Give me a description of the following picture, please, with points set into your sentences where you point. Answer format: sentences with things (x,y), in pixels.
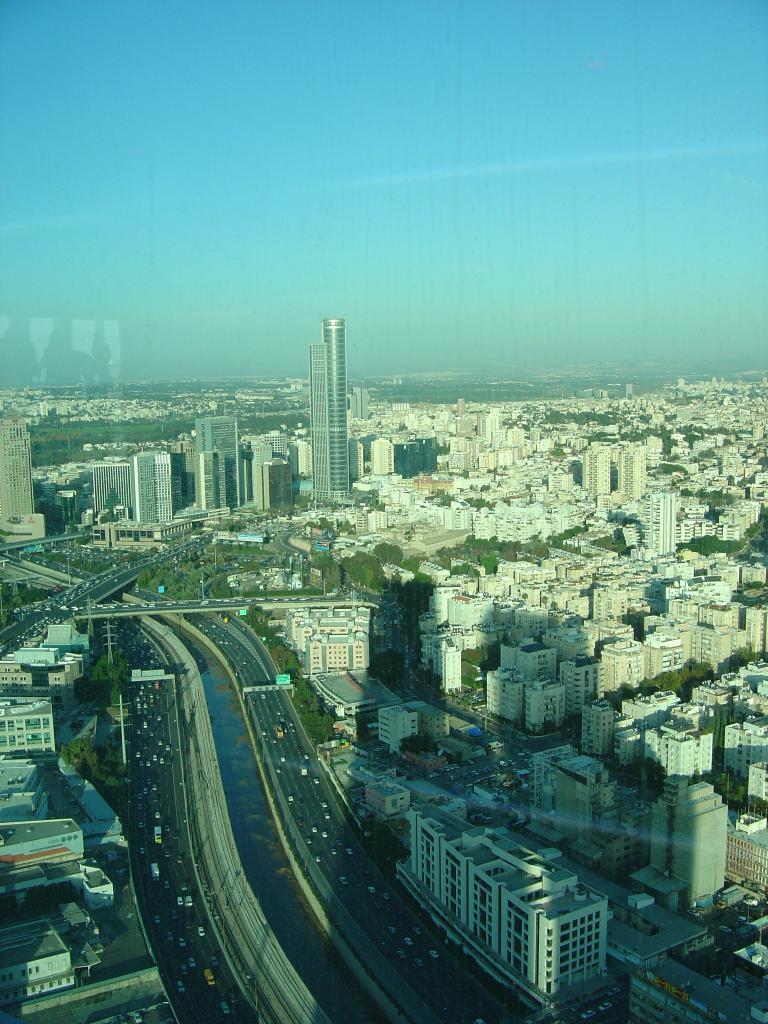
In this image, there are a few buildings (321,609). We can see a few trees (208,578). We can see the ground (396,920). There are a few vehicles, boards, poles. We can see some bridges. We can see the sky (140,313) and some glass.
